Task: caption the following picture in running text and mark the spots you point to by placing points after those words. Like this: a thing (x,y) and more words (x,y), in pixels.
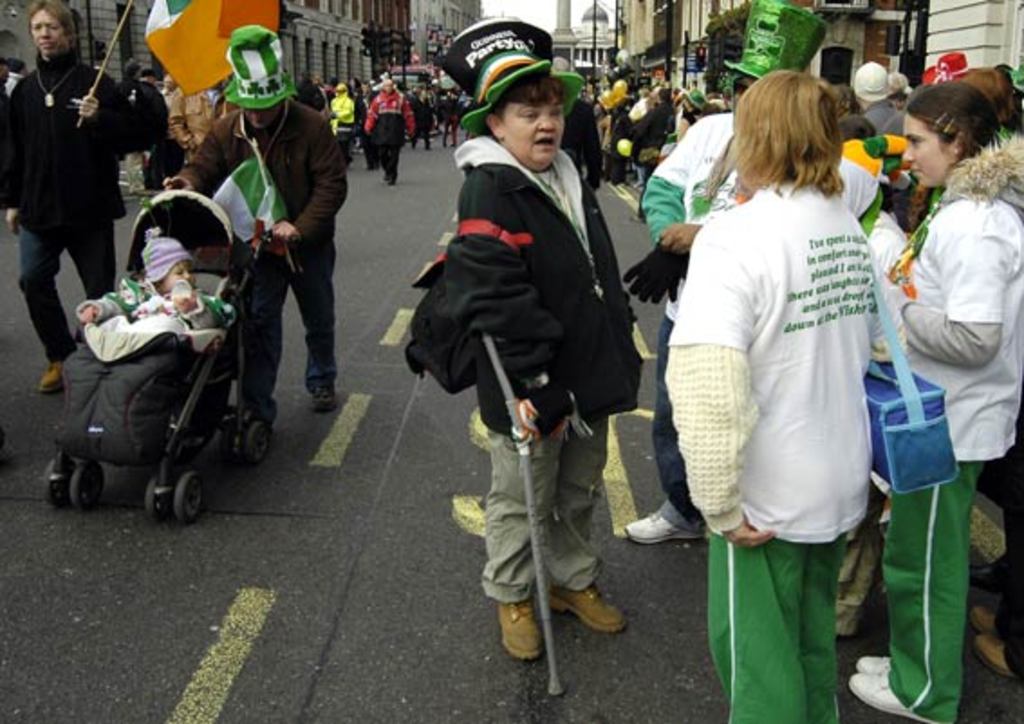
In this image I see number of people (526,328) who are on the road (612,715) and I see number of buildings (630,46) and I see that this person (38,34) is holding a flag (253,22) and I see that these 3 persons (724,236) are wearing same dress (769,633) and I see yellow lines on the road (391,336).
